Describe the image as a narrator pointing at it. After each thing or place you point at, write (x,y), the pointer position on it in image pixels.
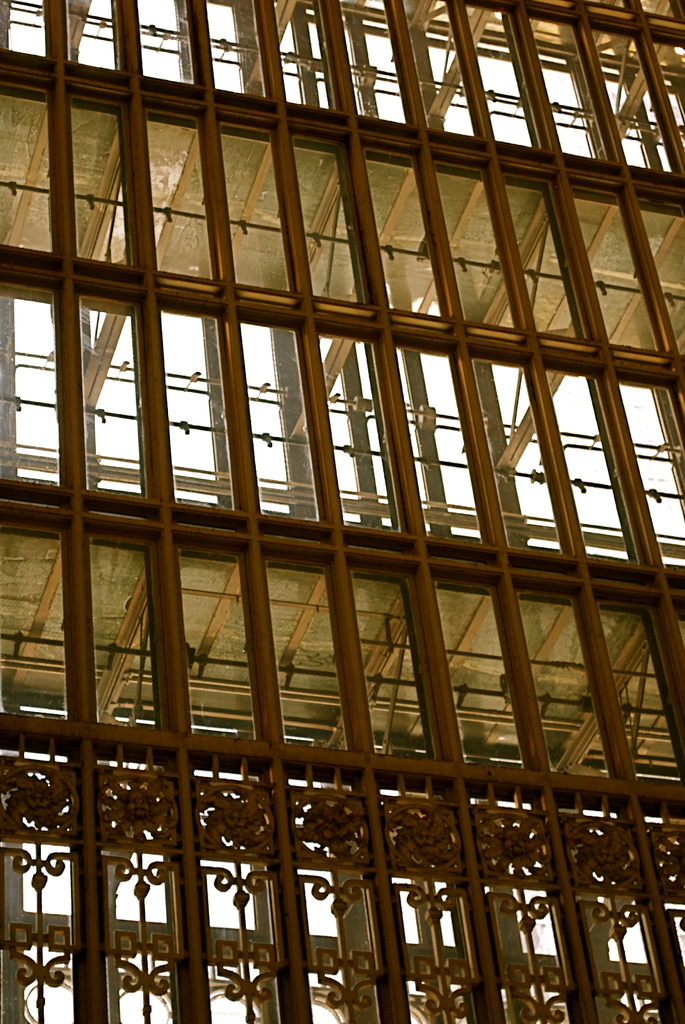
In this image, I can see the iron grilles (226,857) and glass windows (15,386).
